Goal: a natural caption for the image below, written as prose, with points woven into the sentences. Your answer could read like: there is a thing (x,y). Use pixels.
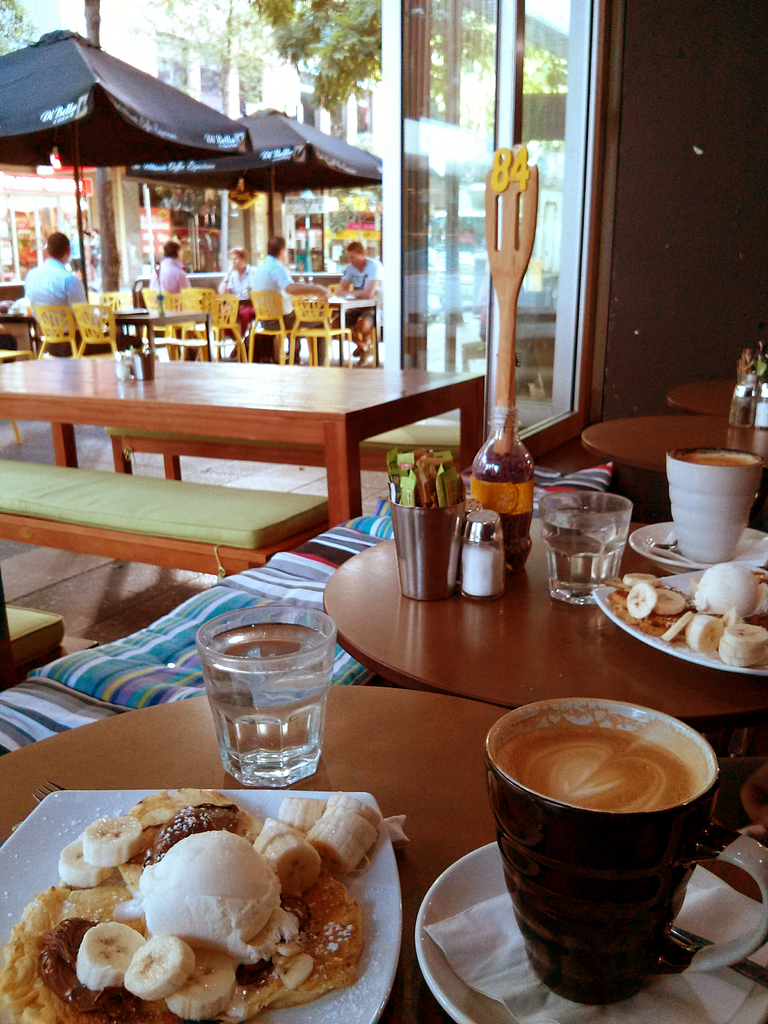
In this picture there is a table (411,770) on which some food items (217,850) in the plate (227,897) were placed. There are some glasses (300,673) and bottle (503,521) here. In the background (245,287) there are some people (259,283) sitting in the chair (115,299) in front of their respective tables (344,299). We can observe some fabric tents (172,127), buildings (179,72) and trees (309,44) here.
